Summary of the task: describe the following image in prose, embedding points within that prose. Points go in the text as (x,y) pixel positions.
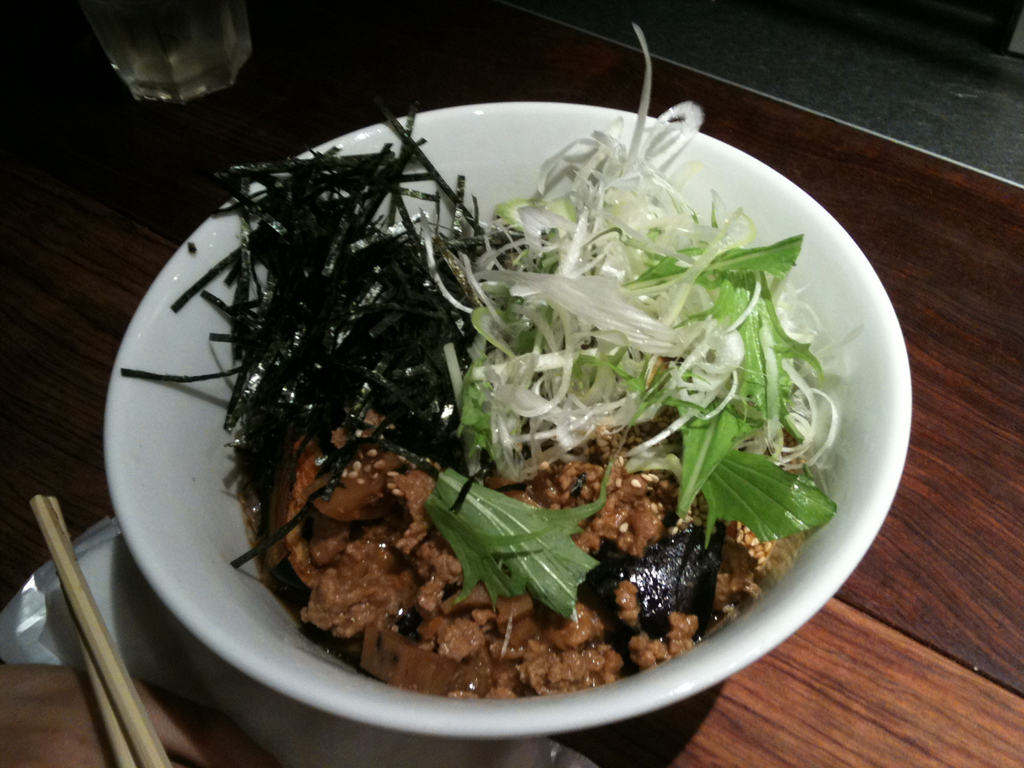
It's a food (664,601) in a bowl (246,583) and there is a chopstick (99,629) on the left (74,631).
